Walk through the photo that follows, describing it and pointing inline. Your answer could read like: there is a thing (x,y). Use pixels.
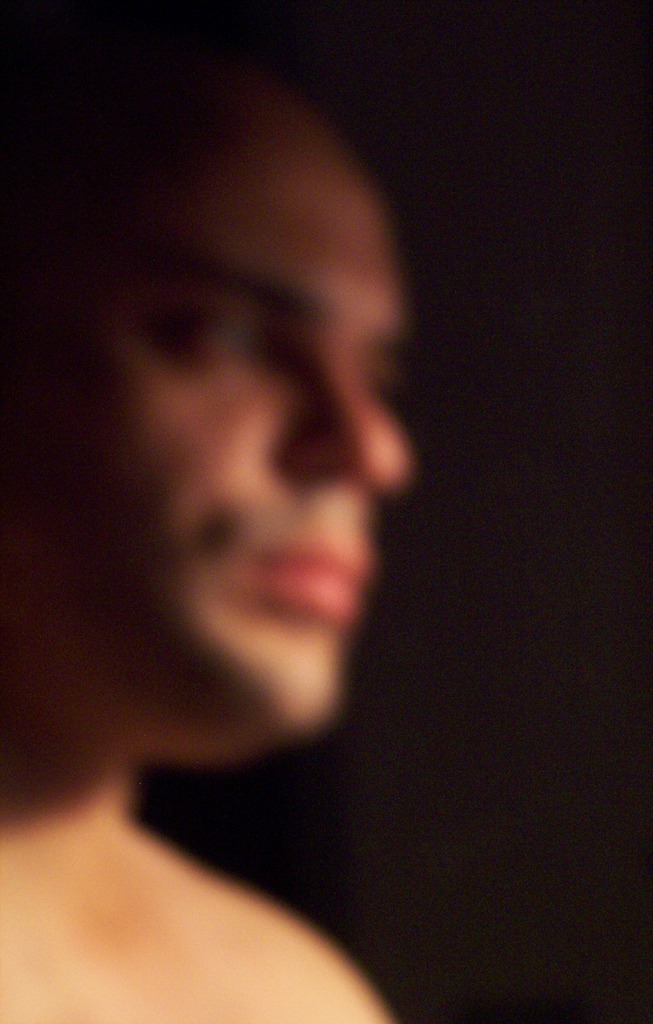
In this picture I can observe a man (194,416). The picture is blurred. The background (527,761) is dark.
